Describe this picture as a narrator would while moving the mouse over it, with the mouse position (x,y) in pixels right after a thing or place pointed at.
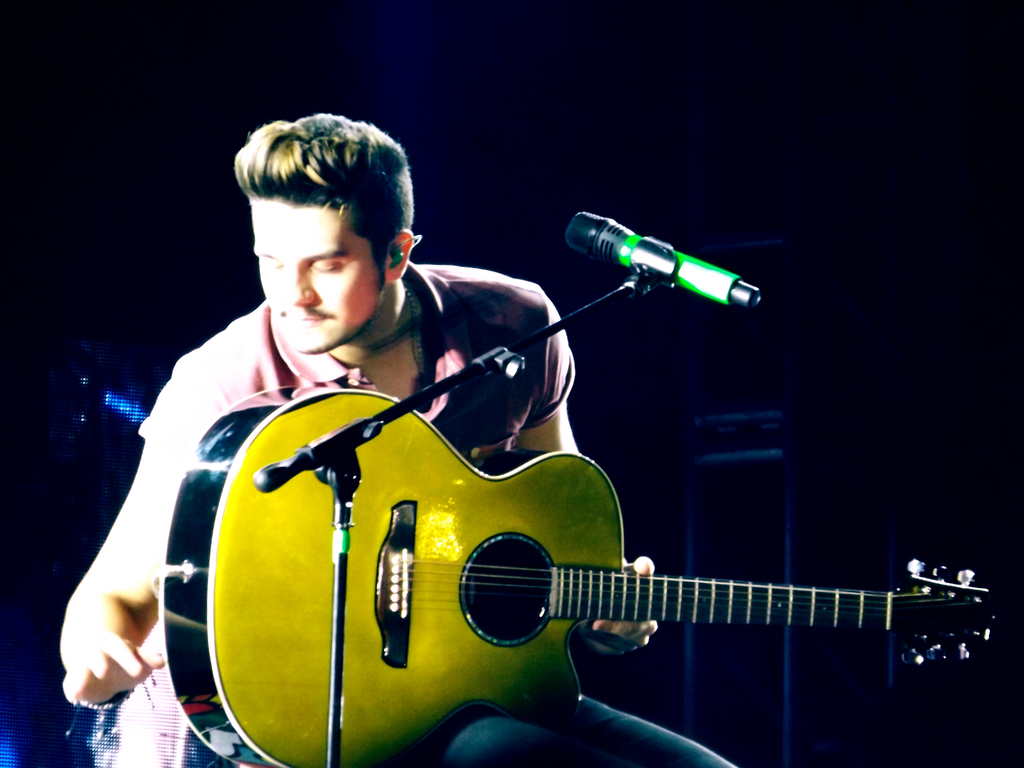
In the center (396,361) we can see one man (410,362) sitting on chair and holding guitar (447,556). In front there is a microphone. In the background (596,386) we can see it is dark.
